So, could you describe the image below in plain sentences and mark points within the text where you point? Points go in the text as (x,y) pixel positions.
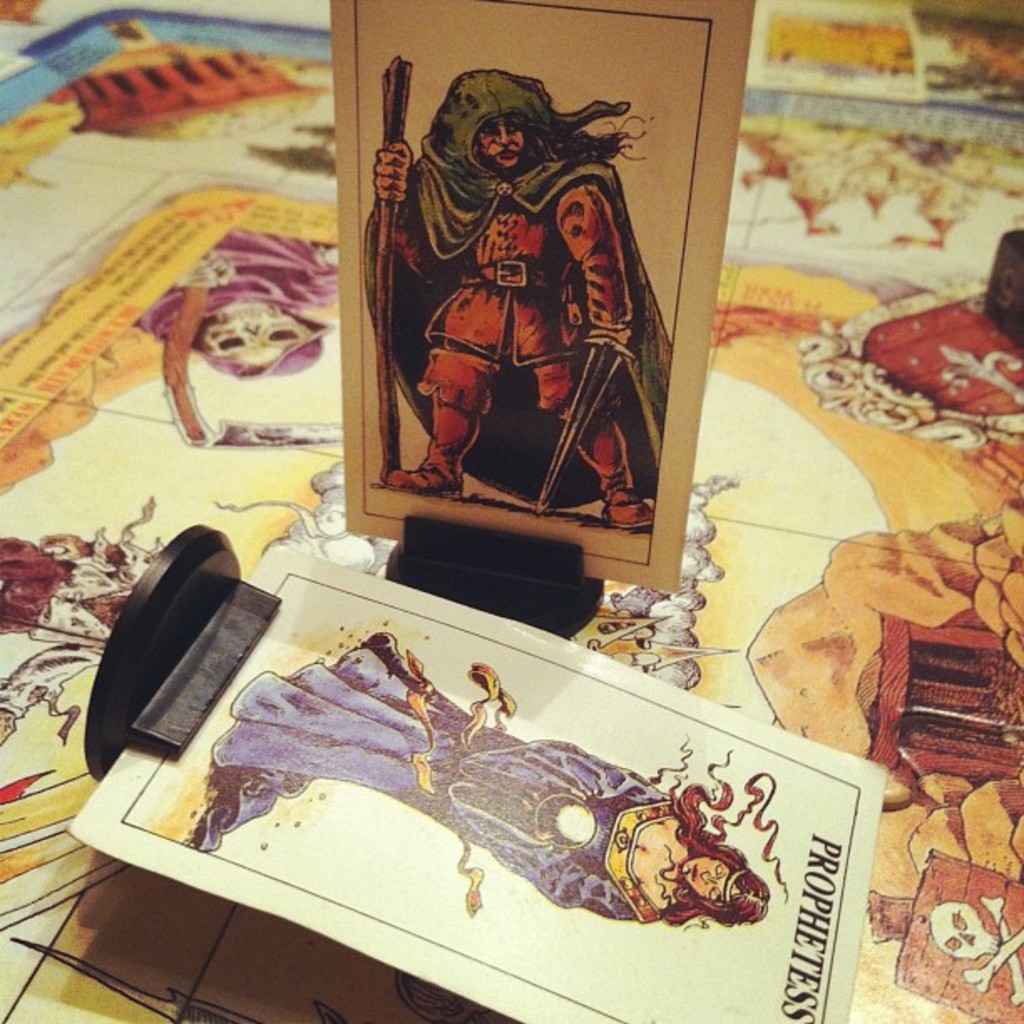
In this image, we can see image cards (357,708) with stand (225,632) on the poster (78,410). On the poster (72,546), we can see few images (699,494) and text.
